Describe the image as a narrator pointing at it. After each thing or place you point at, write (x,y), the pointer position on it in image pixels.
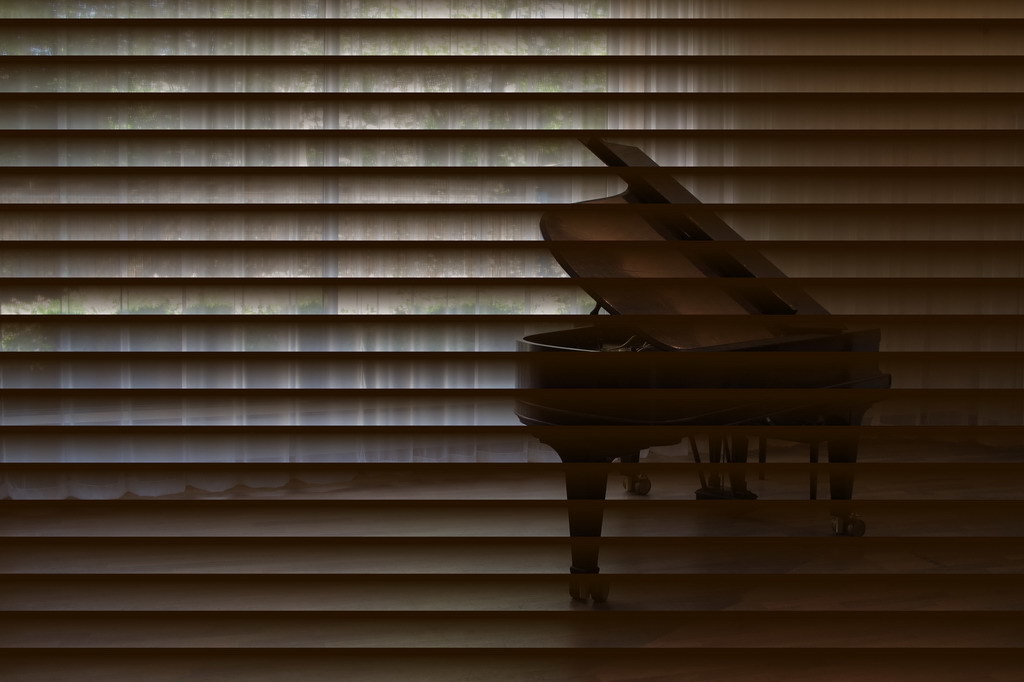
In the foreground of the image (359,221) there is a window blind (379,397). Through which we can see a musical instrument (645,476).
